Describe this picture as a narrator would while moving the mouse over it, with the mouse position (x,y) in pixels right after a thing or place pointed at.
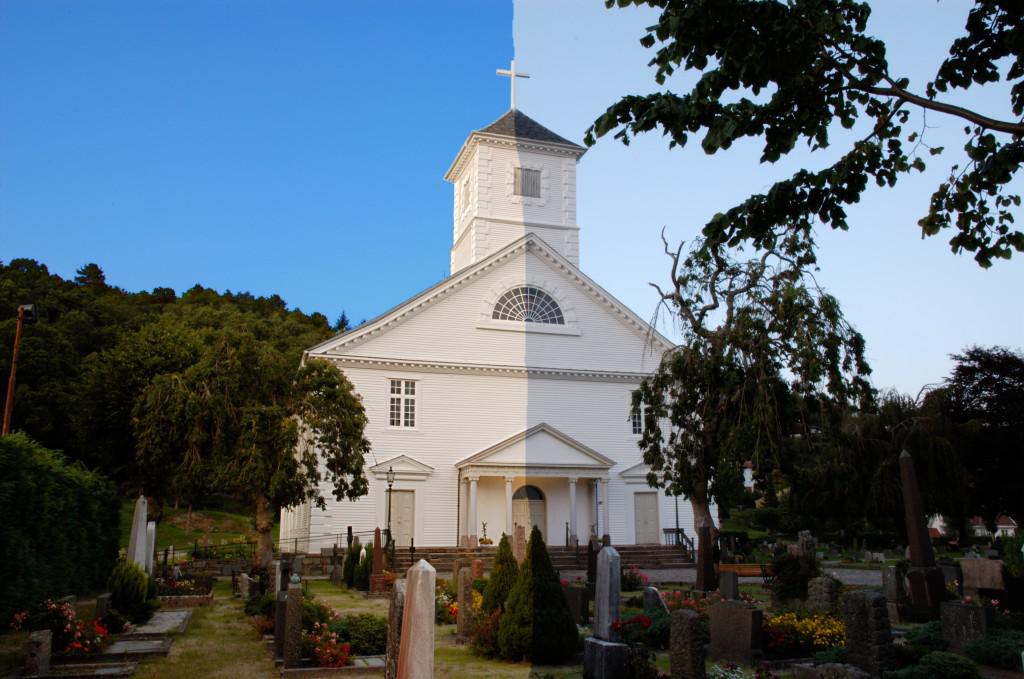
In this image there is a church building (487,338), in front of the building (400,502) there are headstones (380,558), around the building (369,540) there are trees (783,300). In front of the headstones (421,572) there are flower bouquets (314,629).
